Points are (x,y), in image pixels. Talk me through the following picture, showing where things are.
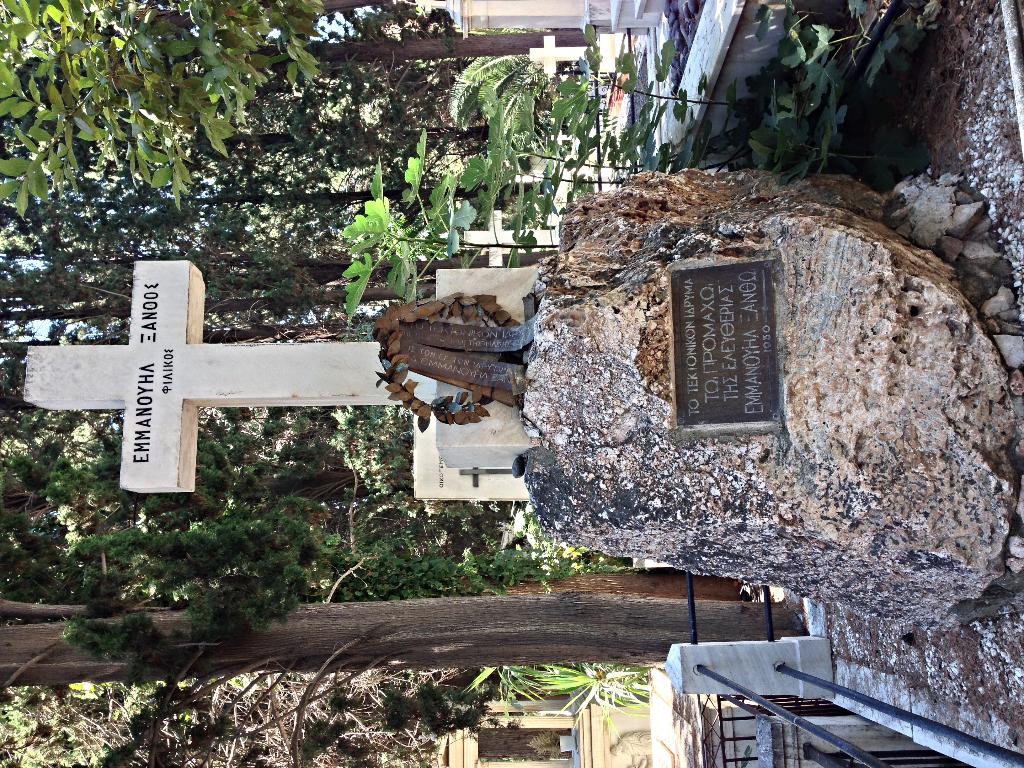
In this image there is a stone (563,289). On the stone (639,361) there is a cross symbol (222,383). In the background (250,536) there are trees (237,612). It looks like it is a graveyard (615,72).
